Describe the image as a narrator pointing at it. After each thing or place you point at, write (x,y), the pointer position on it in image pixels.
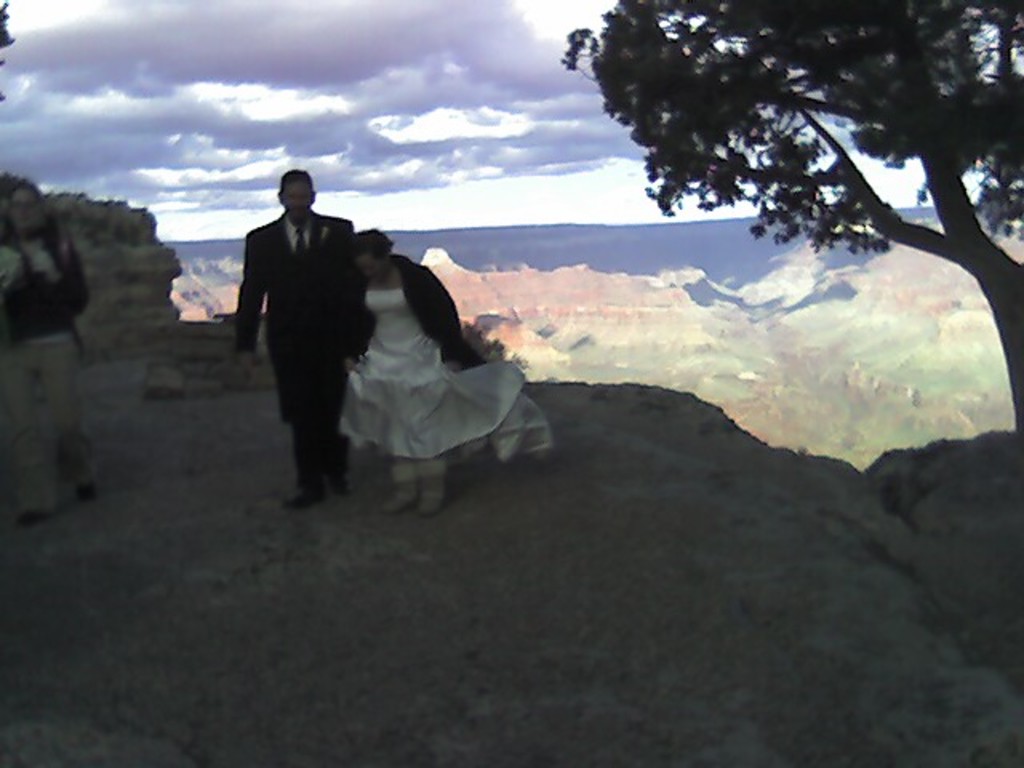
Here we can see three persons (326,424). There is a tree (813,122). In the background (530,142) we can see sky (477,136) with heavy clouds (546,143).
